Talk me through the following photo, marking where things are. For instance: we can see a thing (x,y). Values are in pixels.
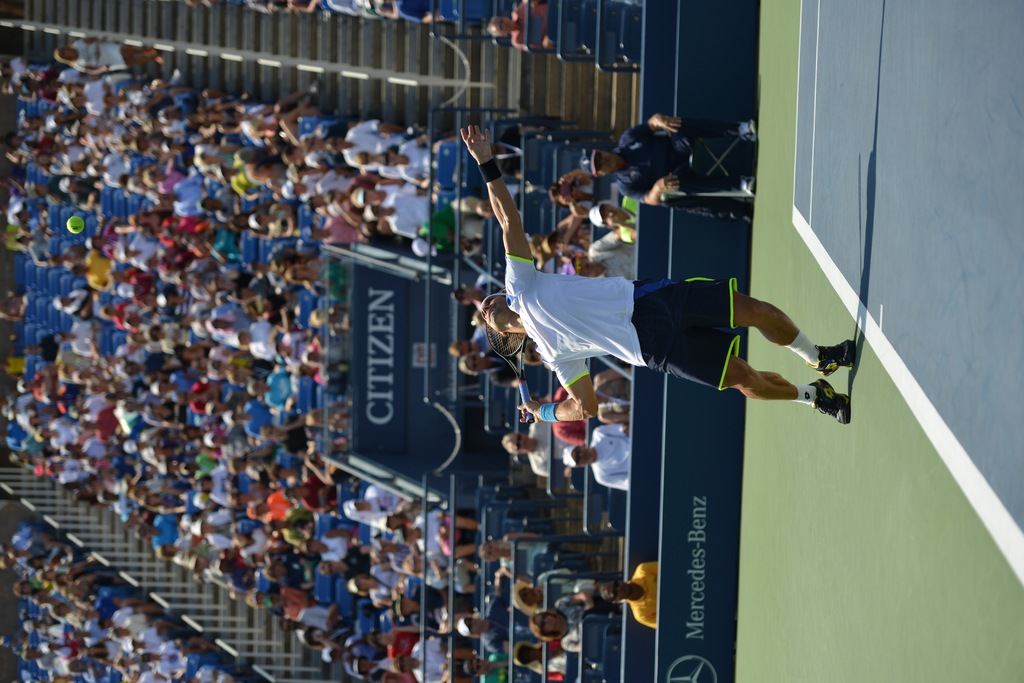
In the picture we can see some people (252,309) were sitting in order. Group of people (92,380) were sitting in order, we can see one player (560,315). This is a stadium (860,285) with green ground (817,534).
